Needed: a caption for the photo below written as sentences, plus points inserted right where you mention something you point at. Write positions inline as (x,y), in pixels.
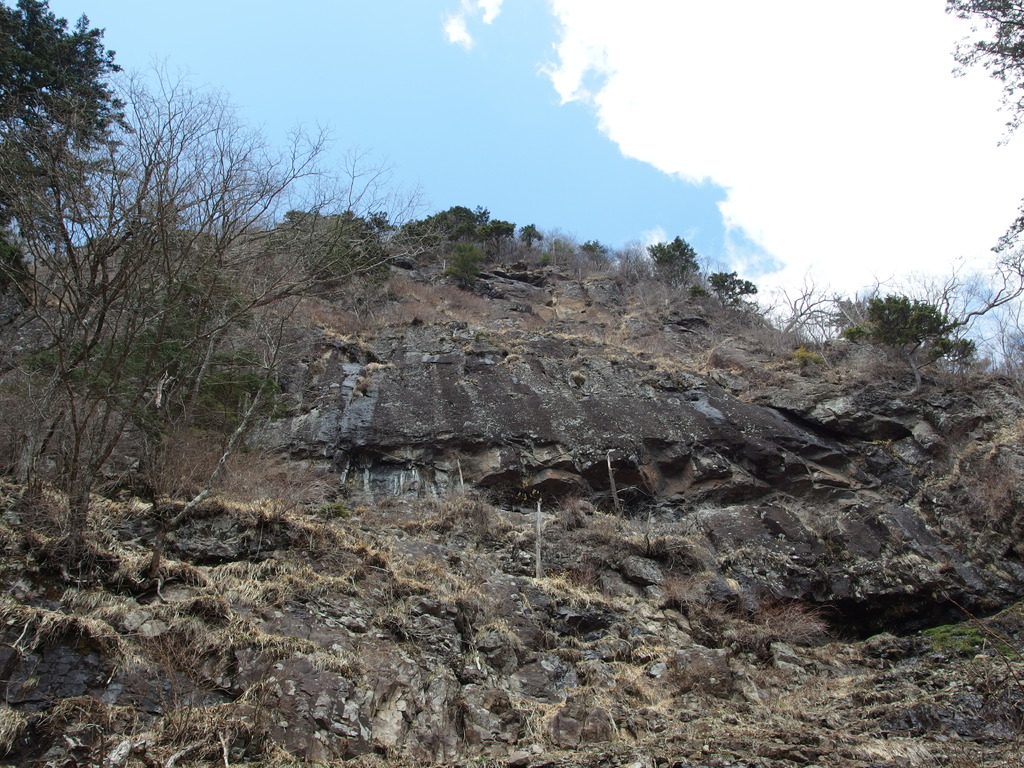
In this picture we can observe some trees (72,339) and plants (564,253) on the hill (363,493). We can observe a hill (703,474) and some stones (506,564). In the background (386,101) there is a sky (639,88) with some clouds (646,128).
